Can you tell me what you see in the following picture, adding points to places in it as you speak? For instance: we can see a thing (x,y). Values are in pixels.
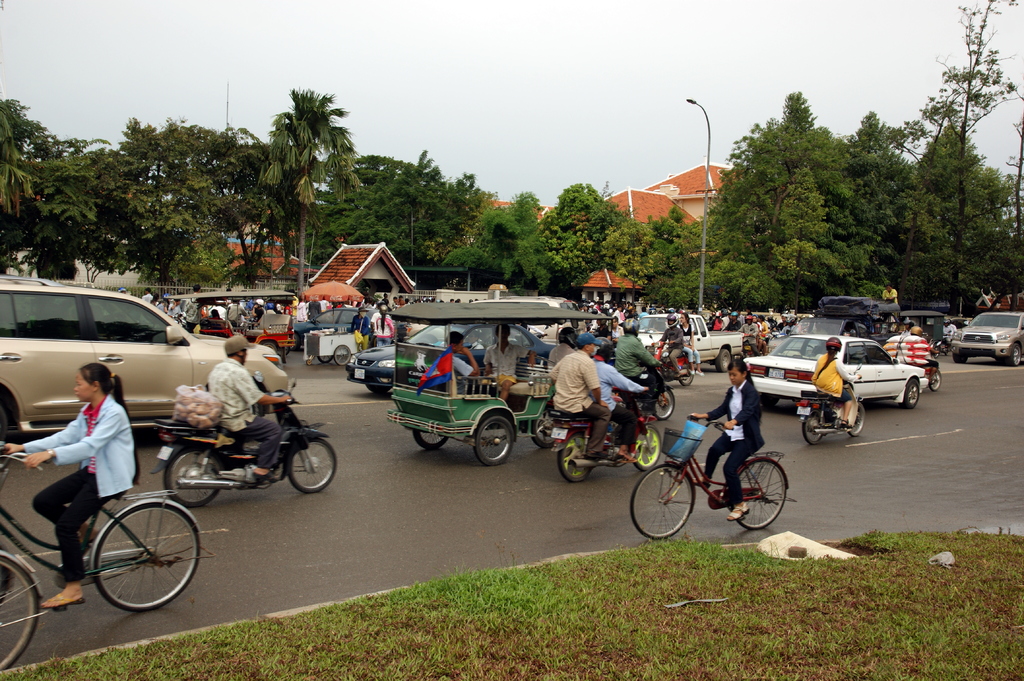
The picture is clicked on a road (375,533) where there are several people (234,403) riding motor vehicles (648,443), cars (125,350) and bicycles (672,498). In the background (276,257) we observe many trees (501,240) and buildings (673,206).
